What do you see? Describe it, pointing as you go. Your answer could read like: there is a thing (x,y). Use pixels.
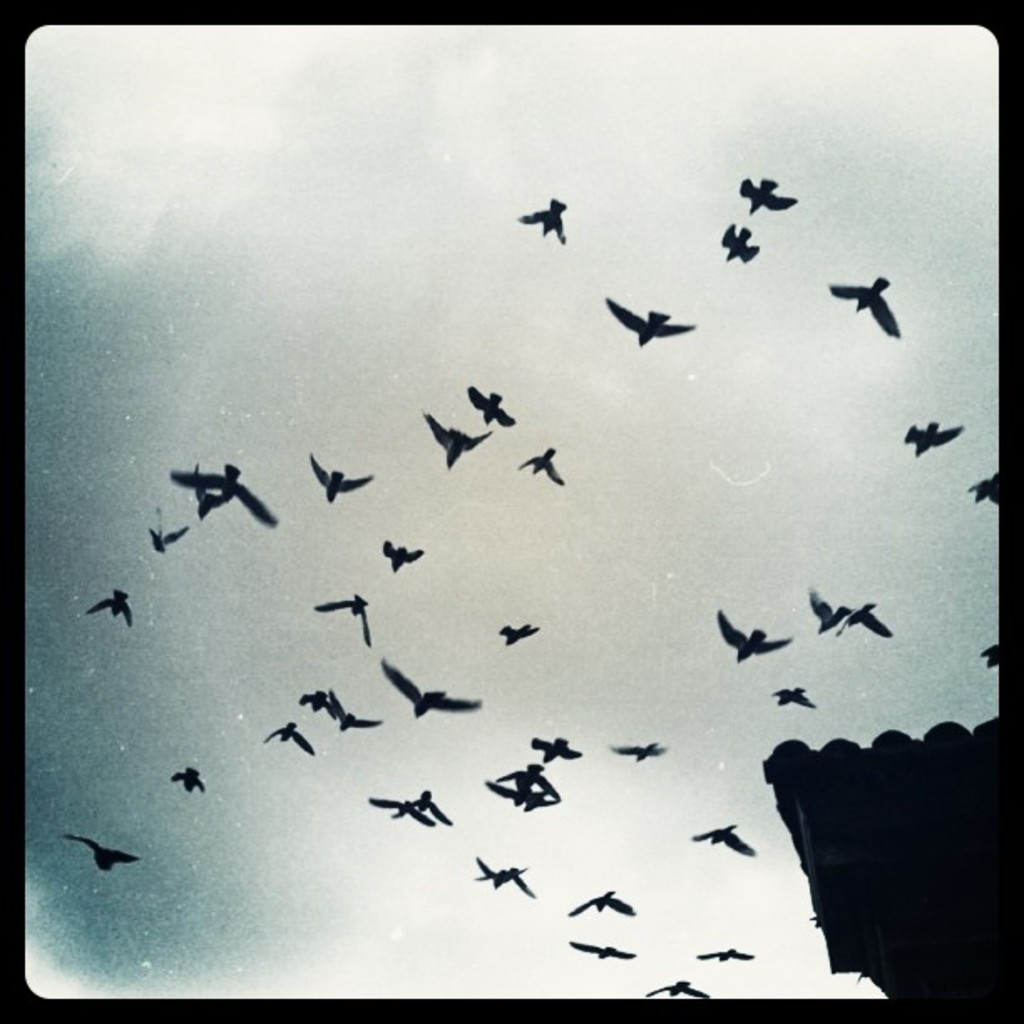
This is a black and white image, in this image there are birds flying in the sky (323,244).
